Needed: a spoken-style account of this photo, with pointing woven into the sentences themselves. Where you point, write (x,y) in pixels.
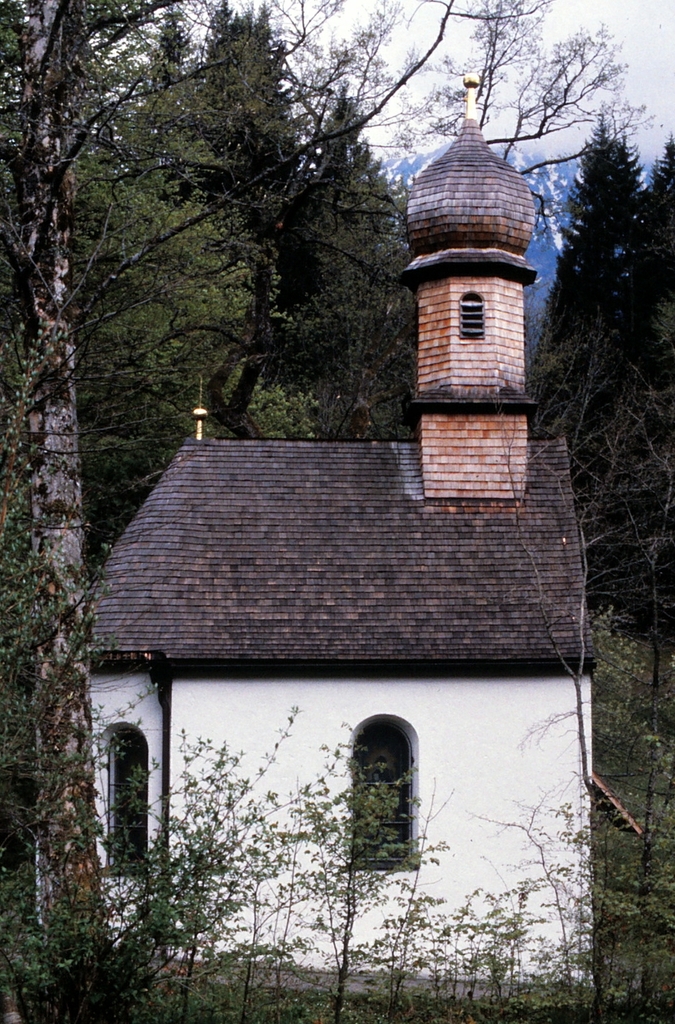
In this image we can see a building (336,479), trees (391,296), hills (561,223) and sky (460,55).
